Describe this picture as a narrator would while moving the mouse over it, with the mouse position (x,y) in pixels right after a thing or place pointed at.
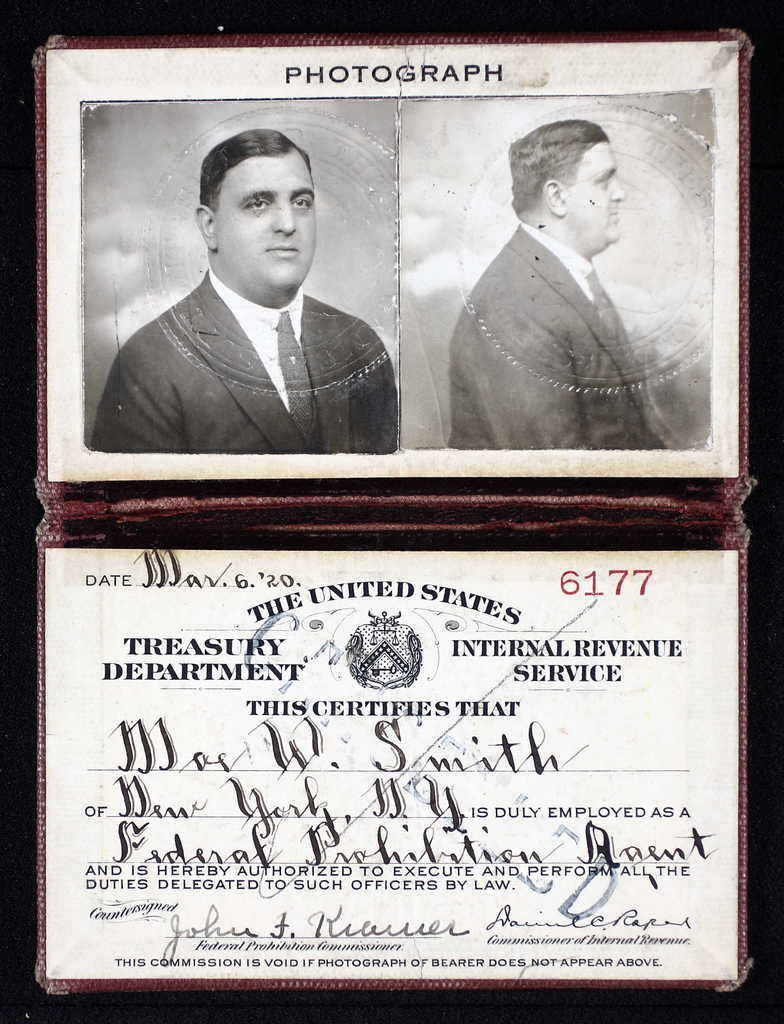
In the picture I can see the photographs (192,247) of a person (124,402) at the top of the image (502,185) and a card (262,825) on which some text (639,643) is printed at the bottom of the image (400,792) and they are kept in the wallet (410,570).
